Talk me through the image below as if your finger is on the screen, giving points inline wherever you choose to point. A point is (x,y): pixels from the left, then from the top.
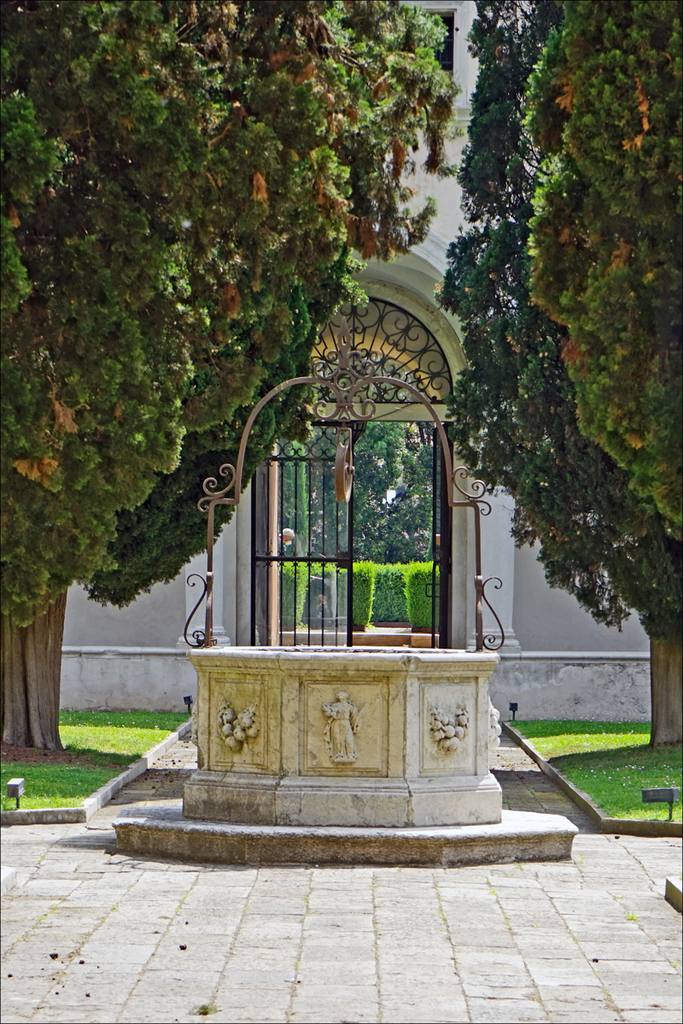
In this picture we can see a path (327,905), water well (313,739) with pulley (342,445), trees (301,365), grass (119,730).
